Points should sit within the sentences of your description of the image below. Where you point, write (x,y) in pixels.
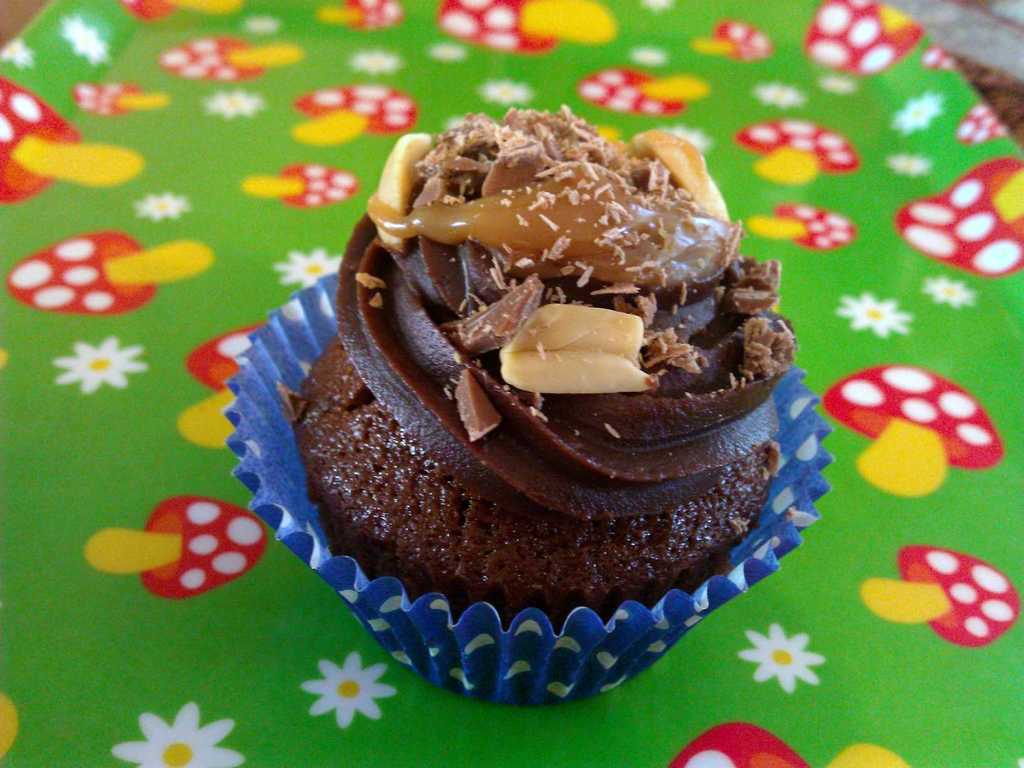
In this image I can see a cupcake (677,539), the cake (716,497) is in brown color and the cake (705,397) is on the multi color plate (802,657).
